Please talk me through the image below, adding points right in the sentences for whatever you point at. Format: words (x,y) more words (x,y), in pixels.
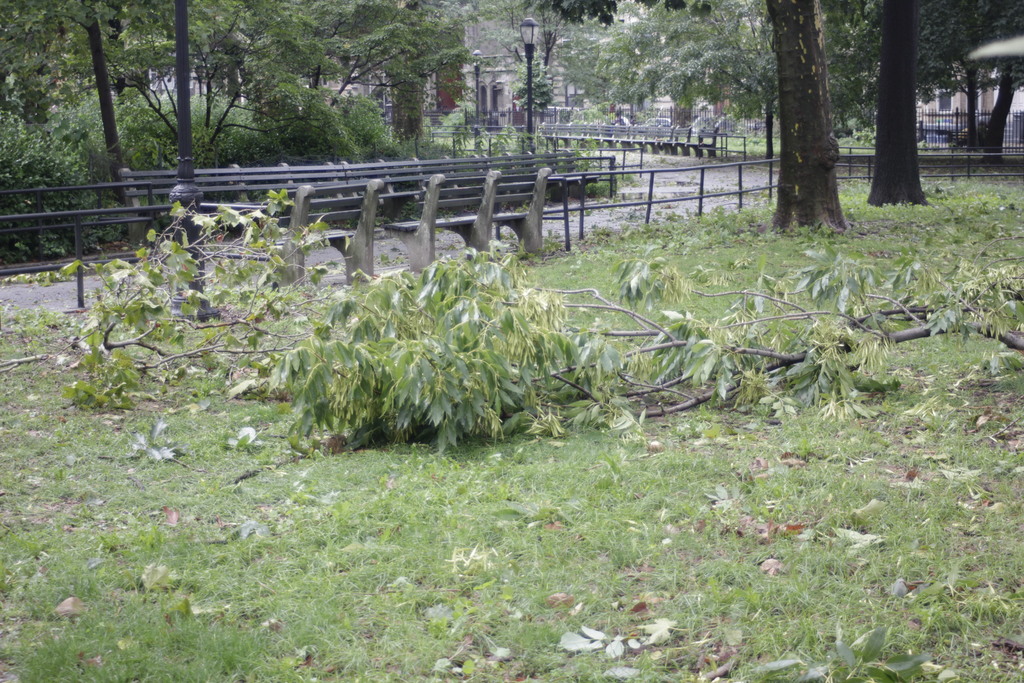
In this image we can see a branch (919,318) of a tree (328,366) on the grassy land (549,535). In the background (430,209), we can see benches (398,227), fence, pole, lights (524,30) and trees (949,9). There are dry leaves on the land (739,500).
